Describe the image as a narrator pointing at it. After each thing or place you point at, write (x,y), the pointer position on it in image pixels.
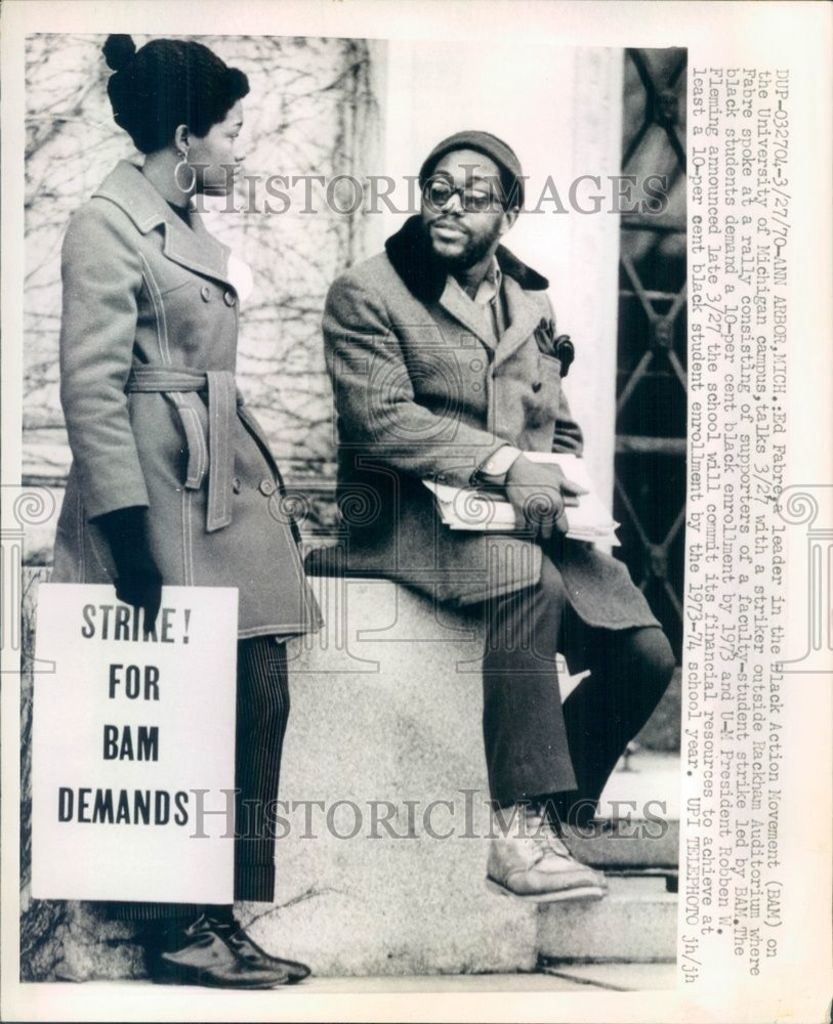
This picture might be an article in the paper. In this image, we can see two people (353,364), the man (540,364) is sitting on the bench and holding some books (495,503). On the left side (183,277), we can also see a woman (213,573) holding some board (213,596) in her hand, we can also see some text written in the article.
